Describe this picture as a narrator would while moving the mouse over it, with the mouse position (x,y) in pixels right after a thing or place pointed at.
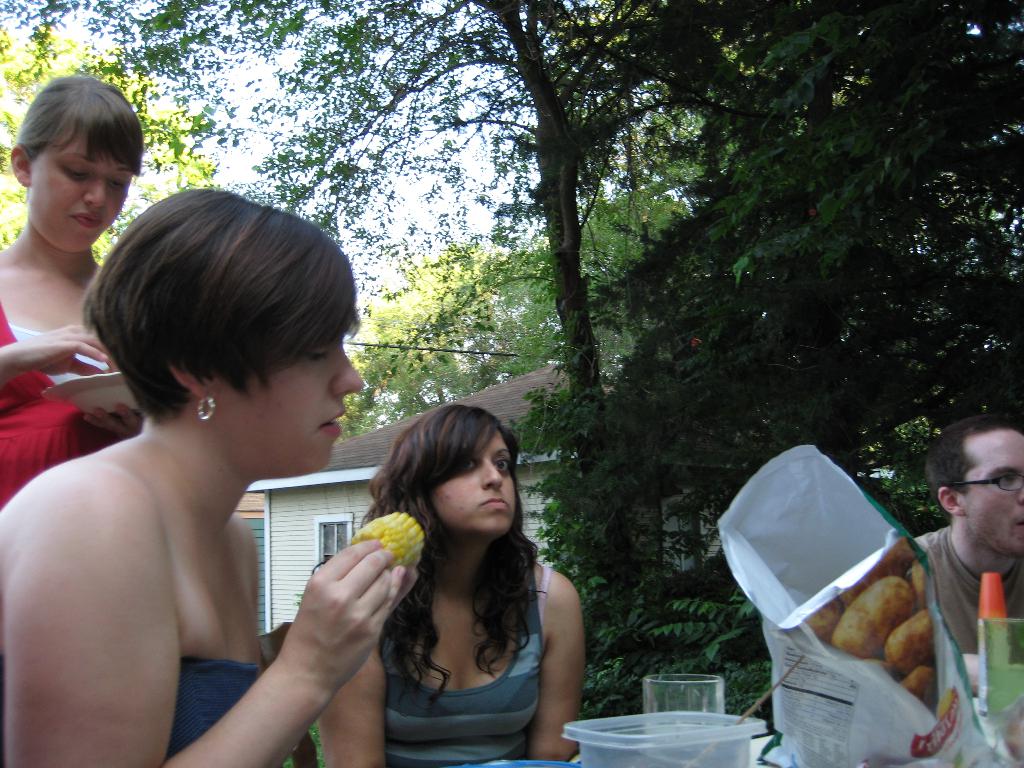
In this picture we can see there are three people (463,602) sitting and a woman (48,350) is standing and holding a plate (76,381) and another woman (147,586) is holding a corn cob (410,546). In front of the people (219,746) there is a plastic container (716,725), a glass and a wrapper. Behind the people (554,703) there is the house (292,572), trees (620,712) and the sky (389,207).
